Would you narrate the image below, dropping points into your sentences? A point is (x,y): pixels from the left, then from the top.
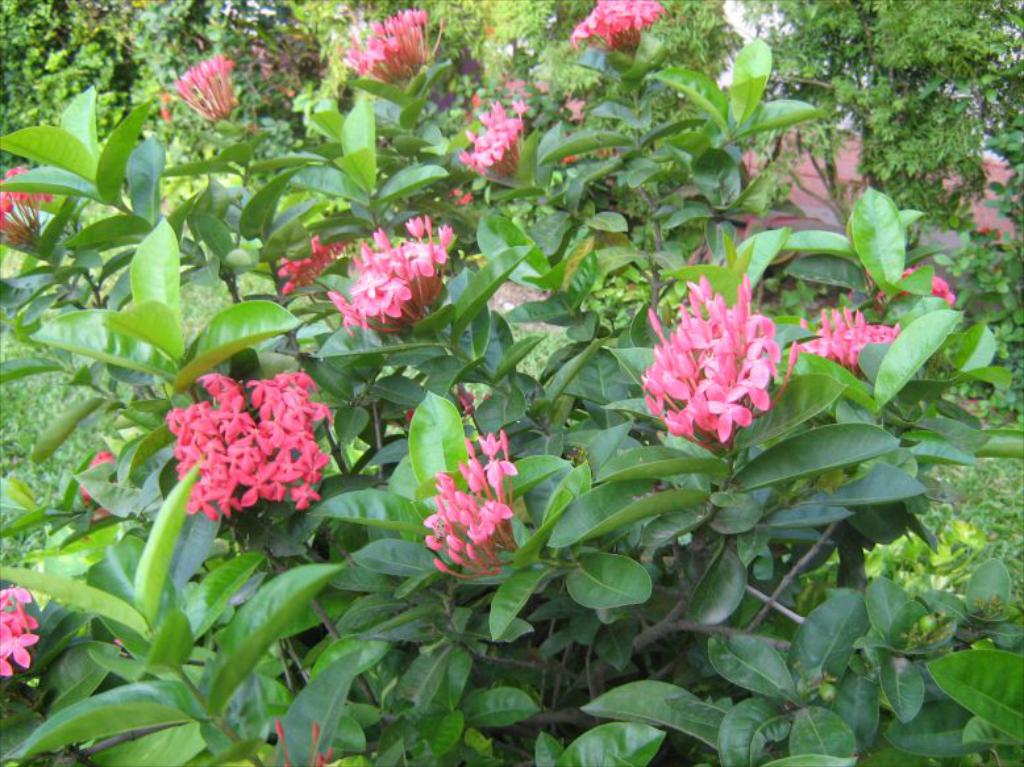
In this picture I can see the flowers (199,456) on the plants (681,682). At the bottom (296,603) I can see the leaves (278,702). On the right (855,619) I can see the shed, trees (904,174), plants (981,440) and grass (981,474).
